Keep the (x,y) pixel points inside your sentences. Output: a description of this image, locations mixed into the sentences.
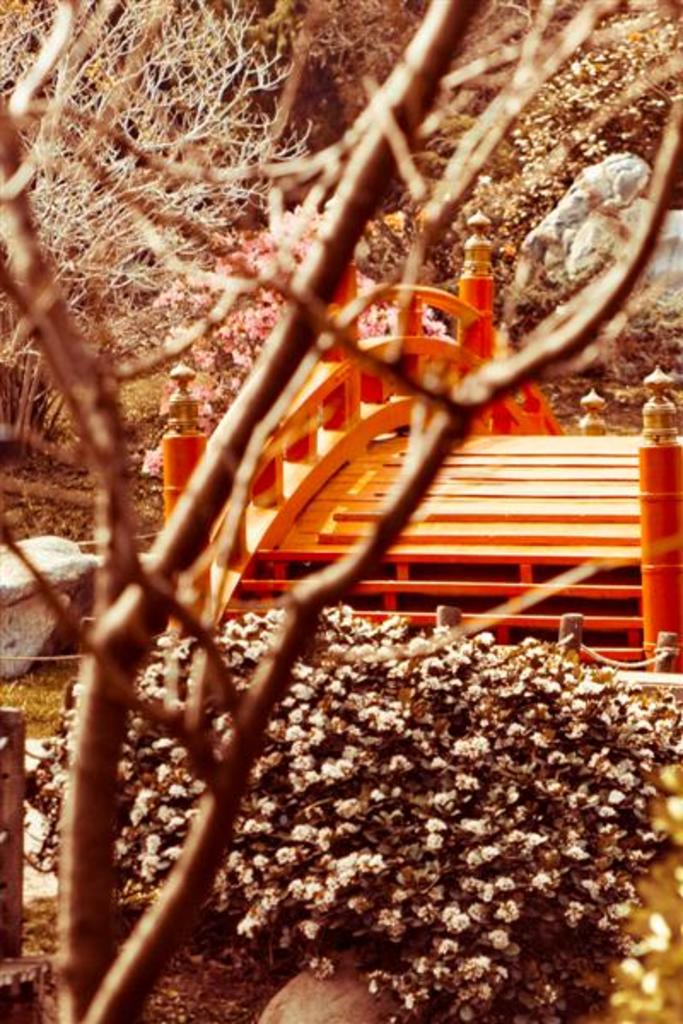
At the bottom of the picture (336,808), we see plants (145,858). Behind that, there is a bridge (419,544) in orange color. There are many trees (115,218) in the background (7,333). This picture might be clicked in the garden (13,629).
